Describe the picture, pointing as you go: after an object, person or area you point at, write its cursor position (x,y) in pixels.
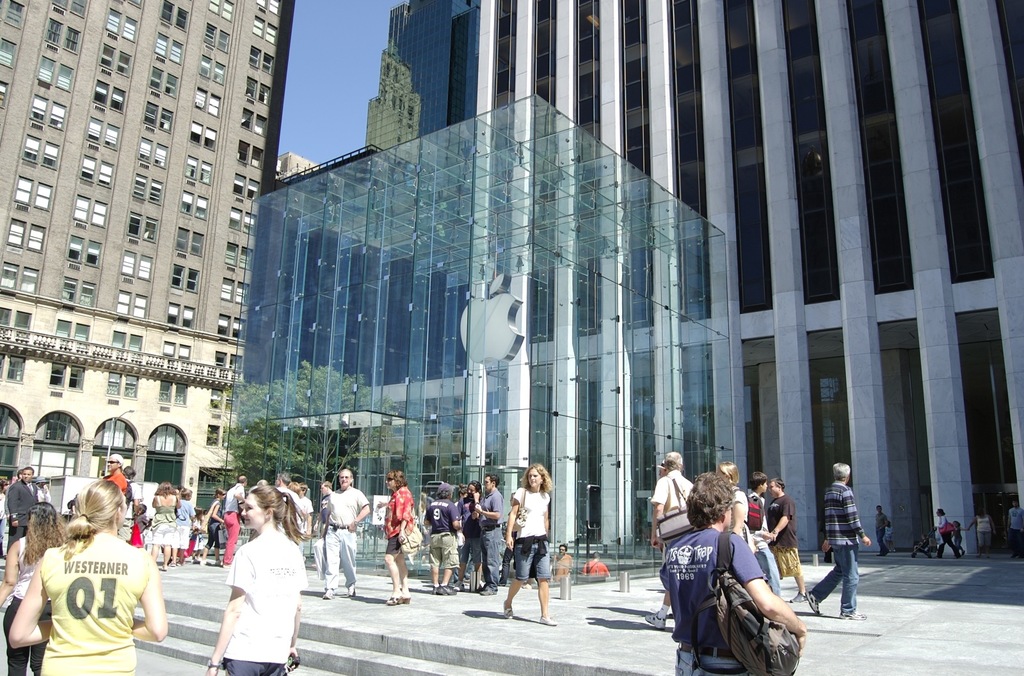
In this image we can see there are many people (80,542) at the bottom (705,534) and in the middle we can see a logo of an apple (493,347), at the back (581,46) I can see some buildings (130,22).
